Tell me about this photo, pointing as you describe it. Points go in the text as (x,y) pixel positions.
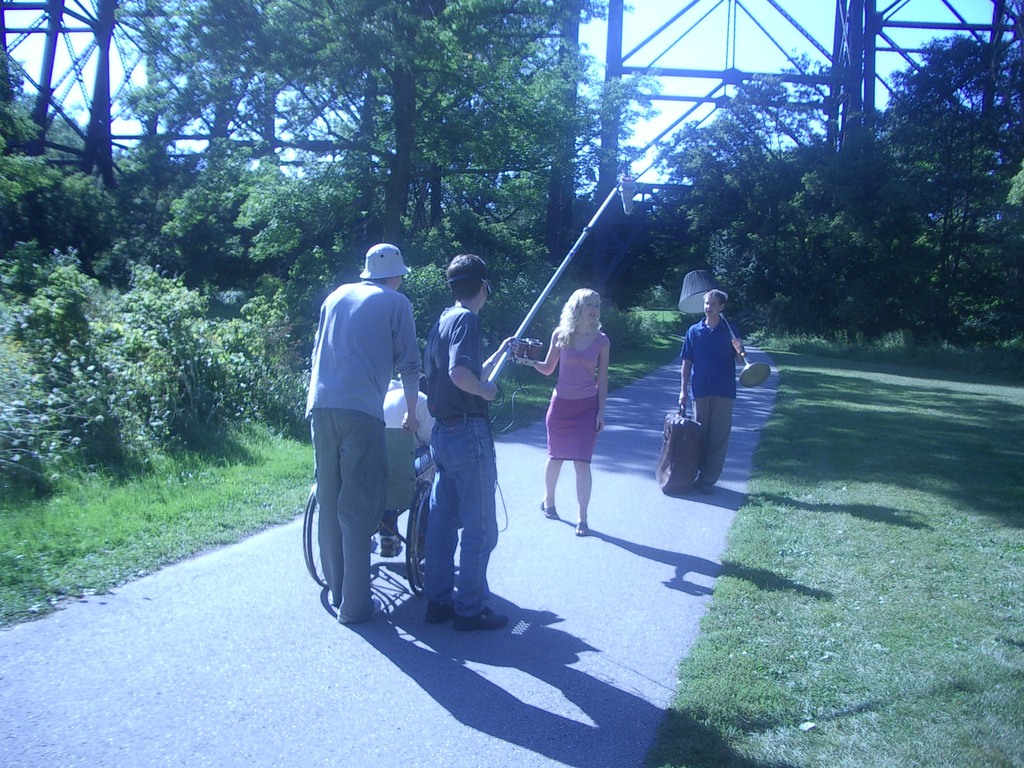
In the picture we can see a path (470,704) and some people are standing on the path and one person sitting on the wheel chair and some person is holding it with hands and we can also see a woman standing and talking to them, on the either sides of the path (452,708) we can see grass (866,469), plants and trees (520,46) and some iron stands (646,70) and a sky (680,46).
